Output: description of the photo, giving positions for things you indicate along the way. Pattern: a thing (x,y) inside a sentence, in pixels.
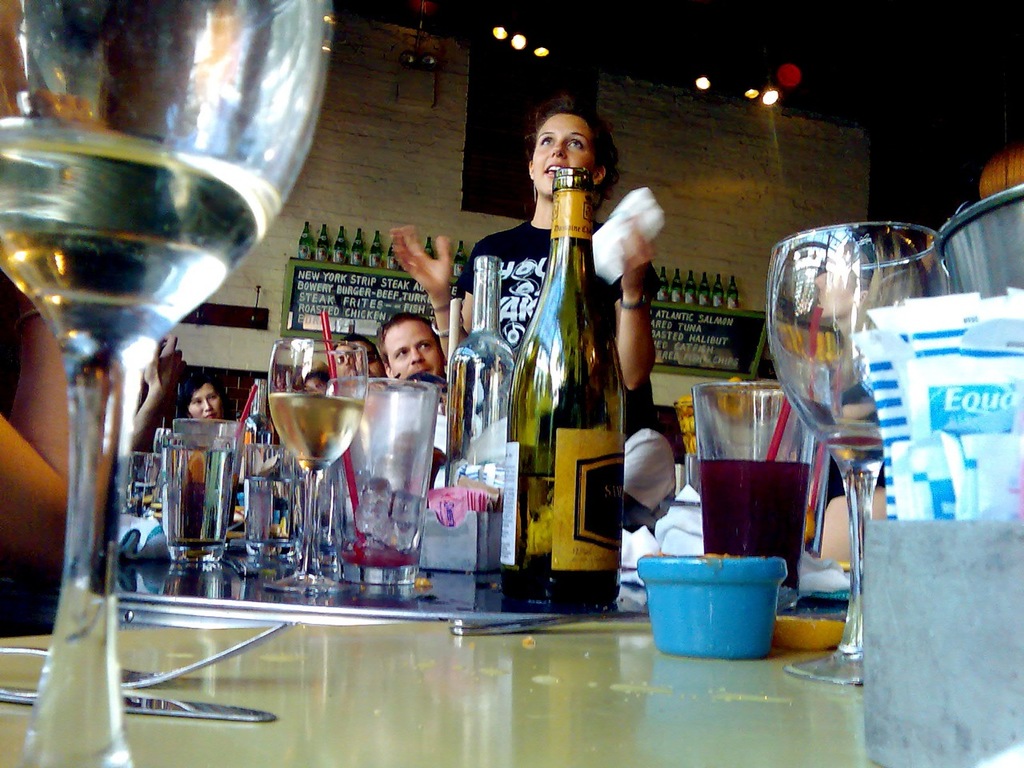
There are so many glasses (99,479) and bottle (612,440) of wine (583,392) in it and on other side there is a display board (433,303) and people (518,326) standing in it.
